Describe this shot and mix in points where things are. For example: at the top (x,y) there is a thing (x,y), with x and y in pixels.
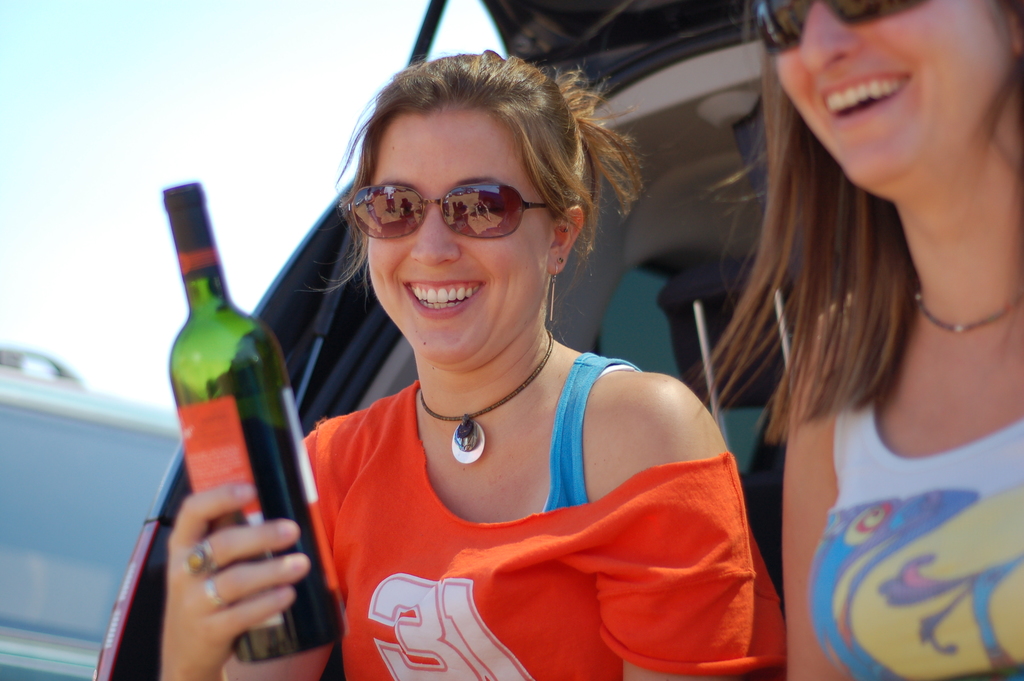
In this picture there is a girl (501,188) who is holding a bottle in her hand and there is another girl (825,35) at the right side of the image (822,21), beside her, there is a car (349,335) behind them, it is a day time.
